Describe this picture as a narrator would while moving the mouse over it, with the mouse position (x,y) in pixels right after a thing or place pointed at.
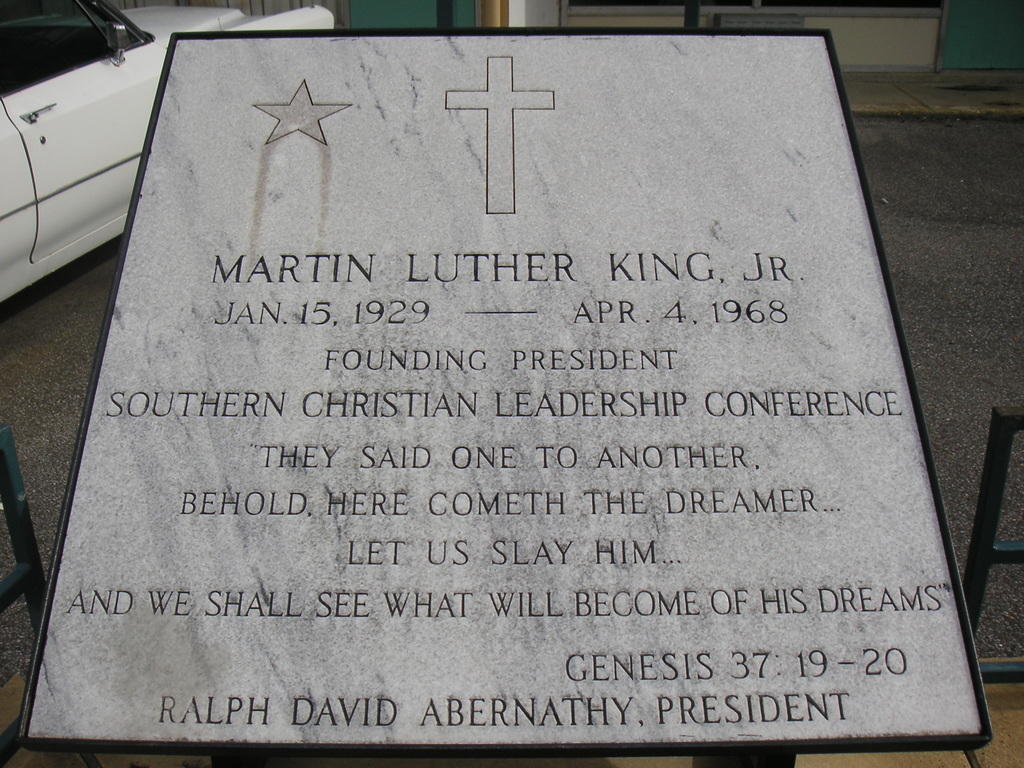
Here we can see board (502,327) with information (450,355) and we can see car (73,48).
